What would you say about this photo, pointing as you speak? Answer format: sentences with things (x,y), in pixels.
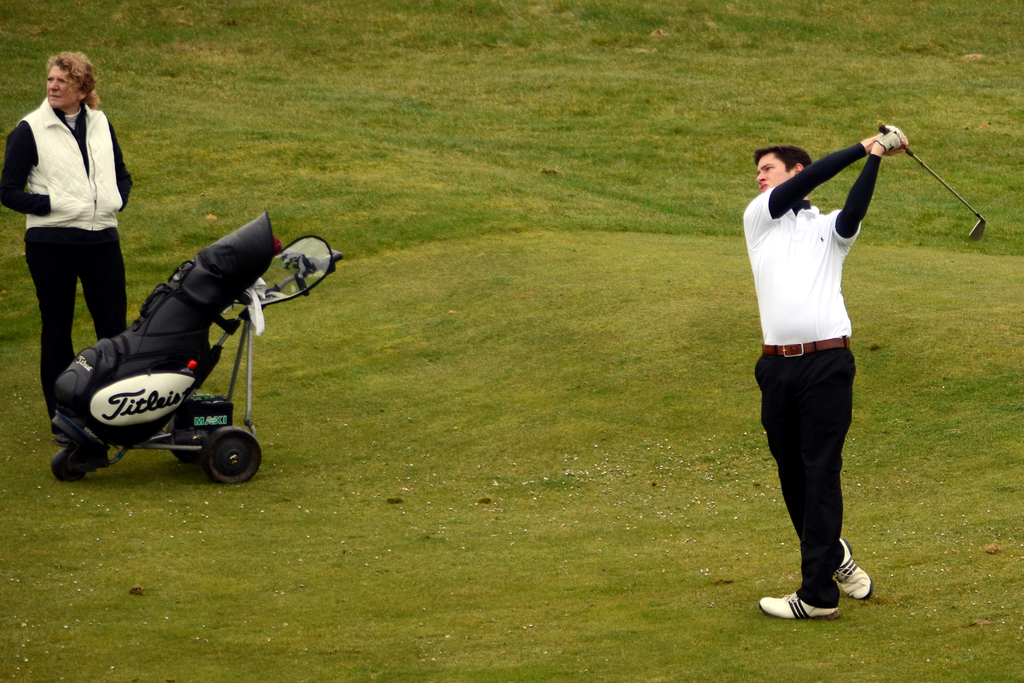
In this picture we can see two people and a trolley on the ground (402,554) and one man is holding a stick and in the background (480,387) we can see the grass (603,462).
